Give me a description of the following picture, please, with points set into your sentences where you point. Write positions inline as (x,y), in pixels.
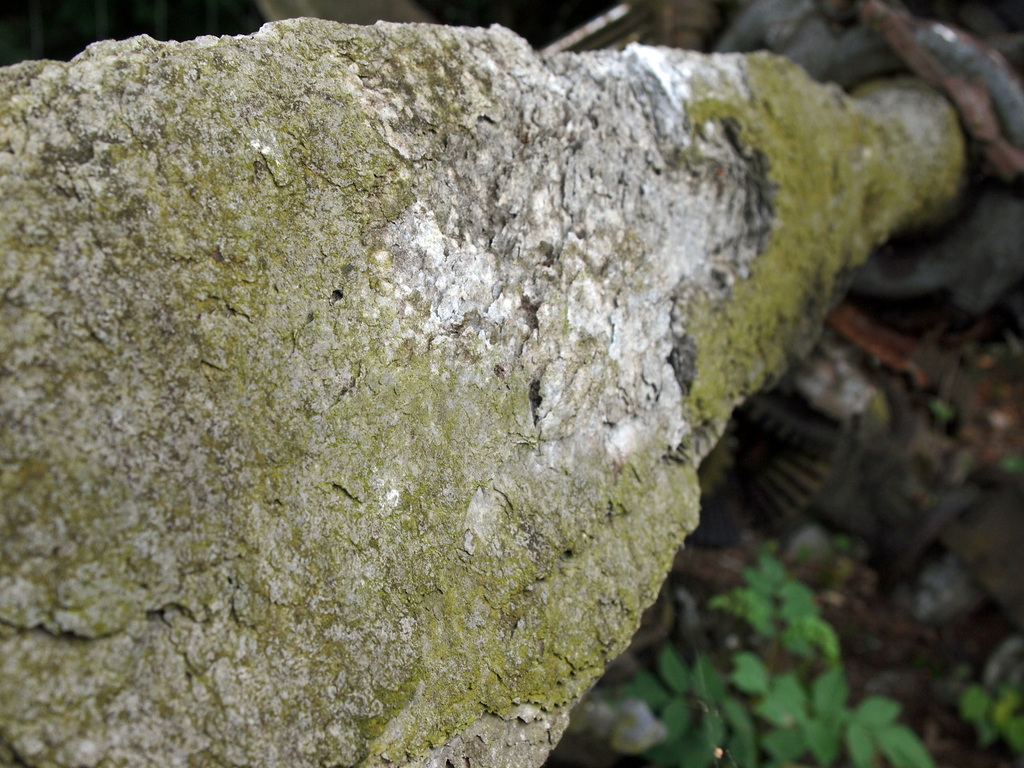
This is a zoomed in picture. On the left (75,112) there is an object (813,227) seems to be the trunk (481,301) of the tree (904,161). In the background (919,546) we can see the plants (784,721) and some other objects (976,276).
